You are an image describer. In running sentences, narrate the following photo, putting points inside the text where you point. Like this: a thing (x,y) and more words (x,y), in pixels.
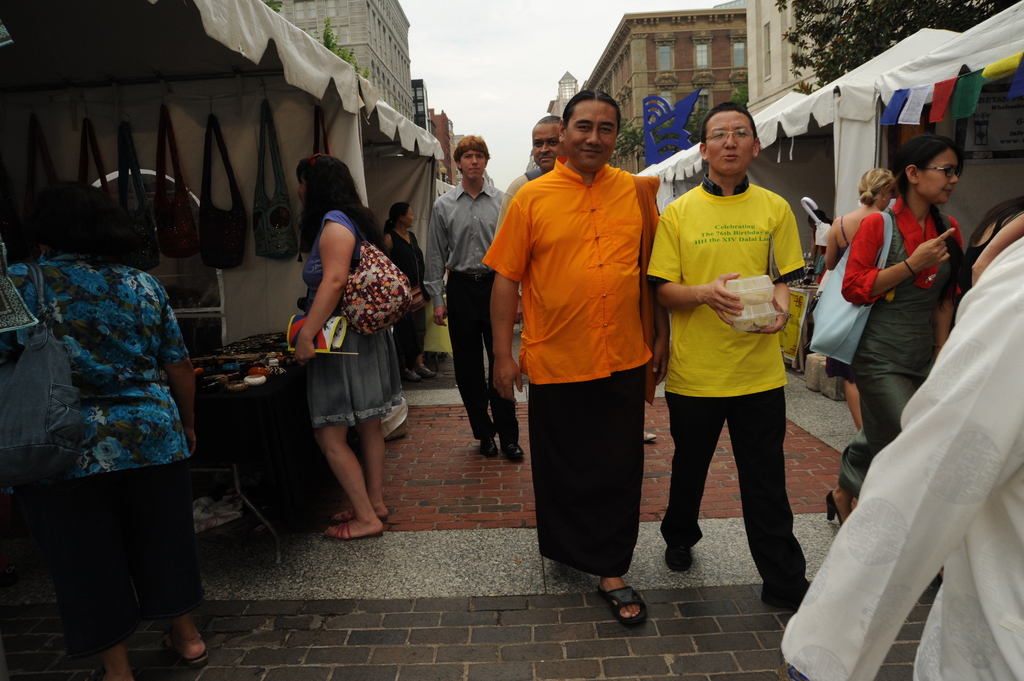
This is the picture of a road (579,680). In this image there are group of people (832,646) walking on the road (716,503). On the left side of the image (329,243) there are group of people (374,450) standing and there are objects (252,338) on the table (308,481) and there are bags (51,170) hanging. At the back (242,140) there are buildings (452,142) and tents (258,133) and trees (850,63). At the top (526,71) there is sky (526,71). At the bottom (408,467) there is a road (334,571).
